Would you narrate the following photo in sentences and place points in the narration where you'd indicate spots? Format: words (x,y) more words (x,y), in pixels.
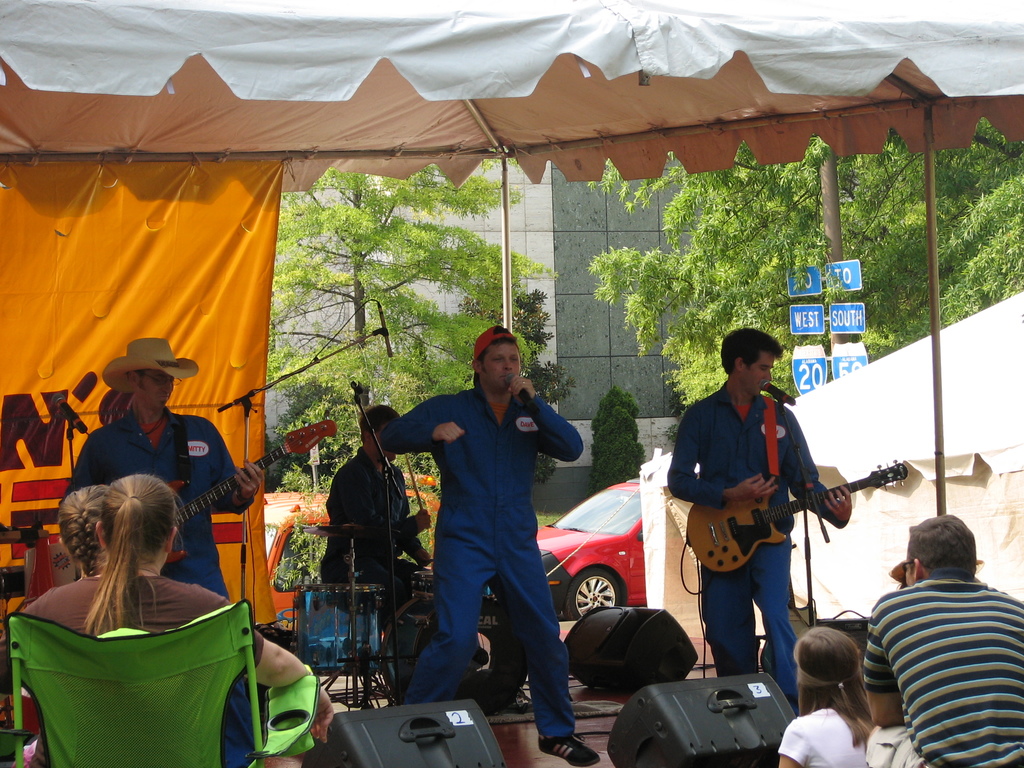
people (167,437) are standing at the stage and performing. people (766,428) at the right (773,430) and left are playing guitar (694,517). the person (474,483) at the center (494,456) is singing, holding a microphone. they are wearing blue dress (495,490). at the back (258,299) there is a yellow background (117,285). behind them there are cars (616,533) and trees (685,259). in the front (946,612) people (932,651) are sitting and watching them.
